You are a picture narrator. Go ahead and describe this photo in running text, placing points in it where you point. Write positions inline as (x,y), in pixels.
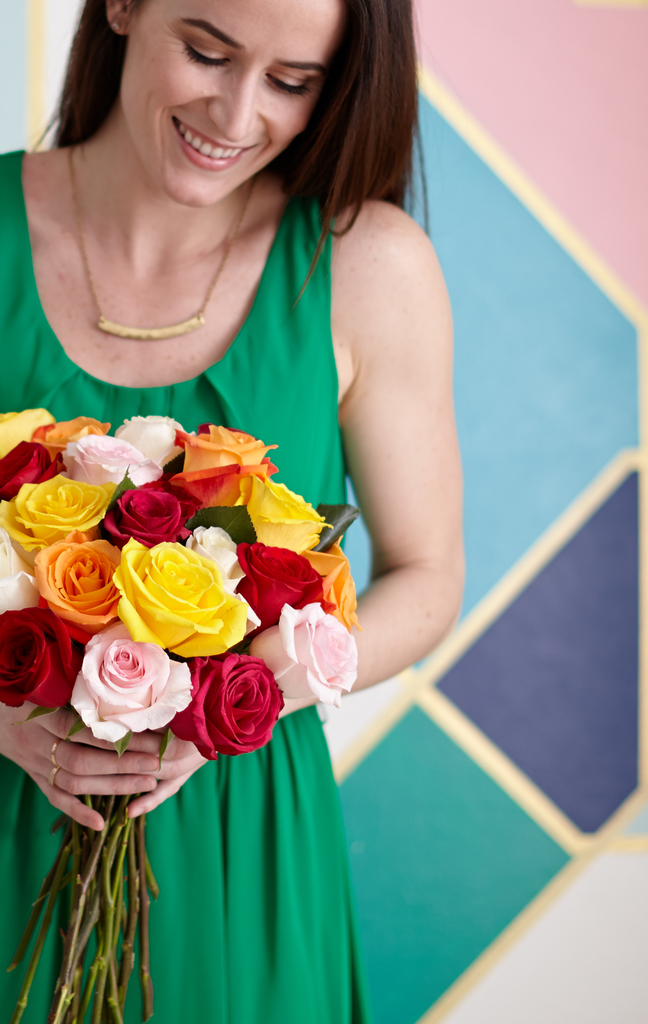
In this picture we can see a woman (184,914) holding a bouquet (115,735). Behind the woman (140,408), it looks like a wall (530,157).
